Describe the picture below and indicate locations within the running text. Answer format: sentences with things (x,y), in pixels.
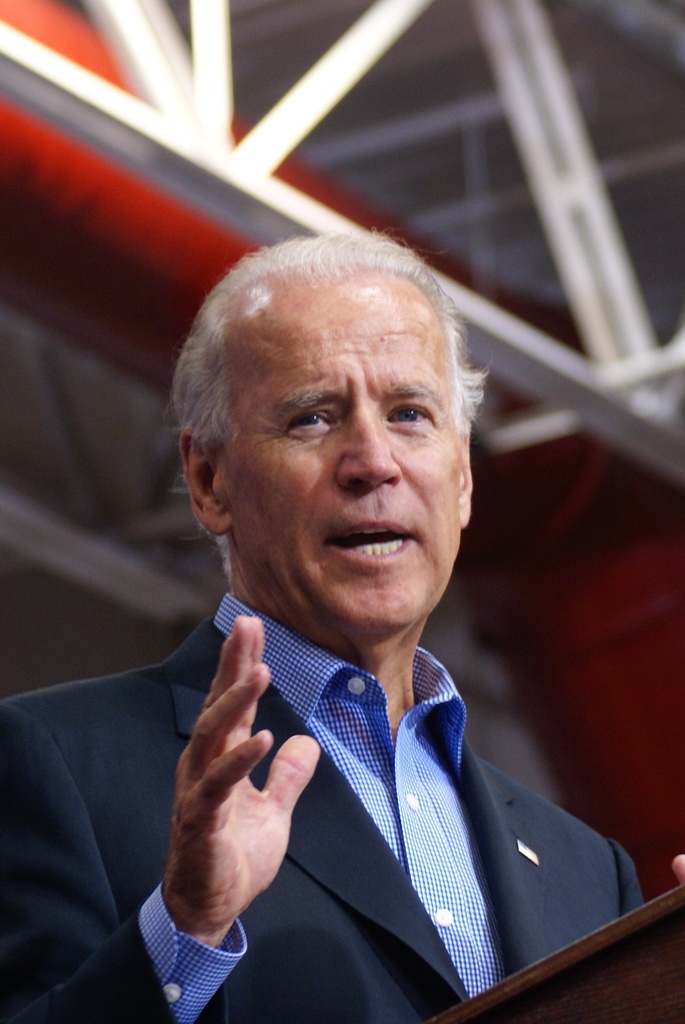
In this picture I can observe a man (212,751) standing in front of a podium (655,975). He is wearing blue color coat (156,721). Man (249,840) is speaking.
